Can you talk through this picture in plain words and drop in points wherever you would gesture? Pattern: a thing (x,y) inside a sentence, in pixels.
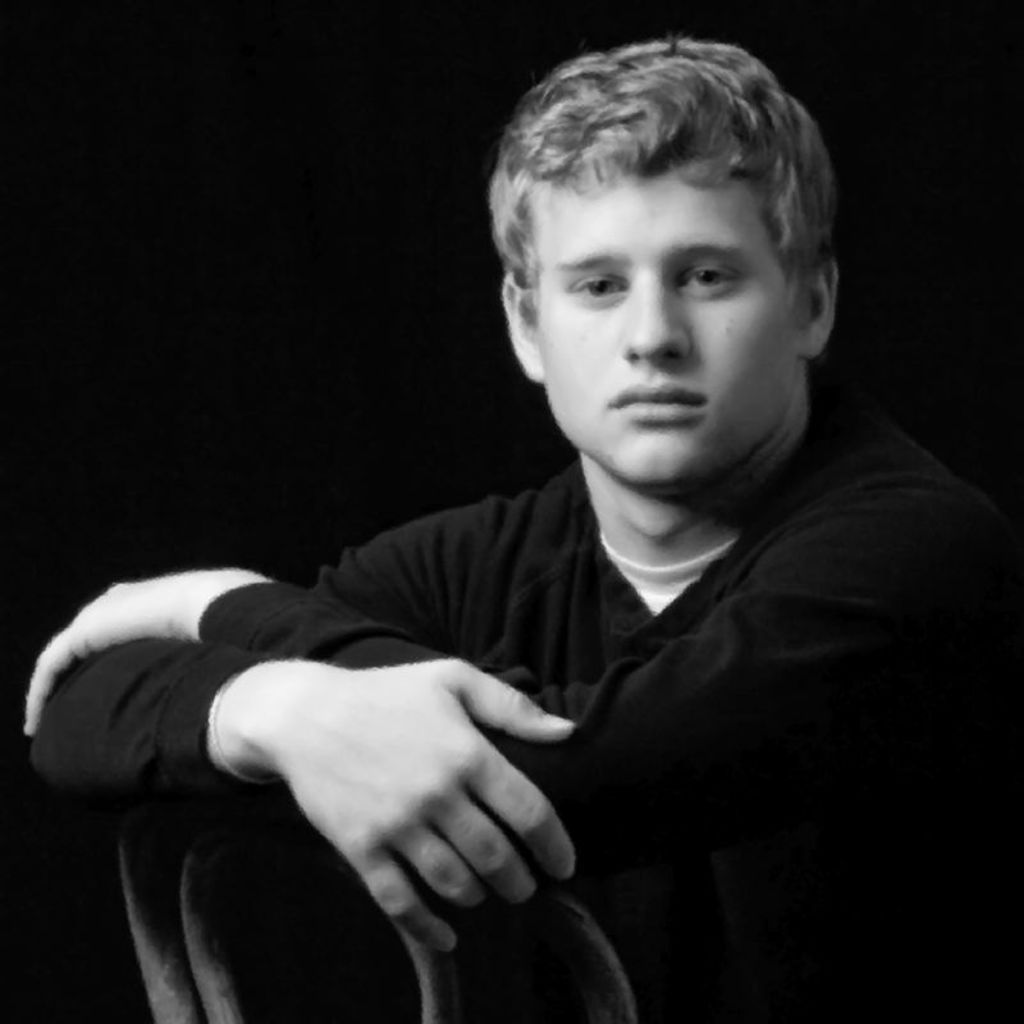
In this image we can see a person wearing black dress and the background (415,65) is too dark.
